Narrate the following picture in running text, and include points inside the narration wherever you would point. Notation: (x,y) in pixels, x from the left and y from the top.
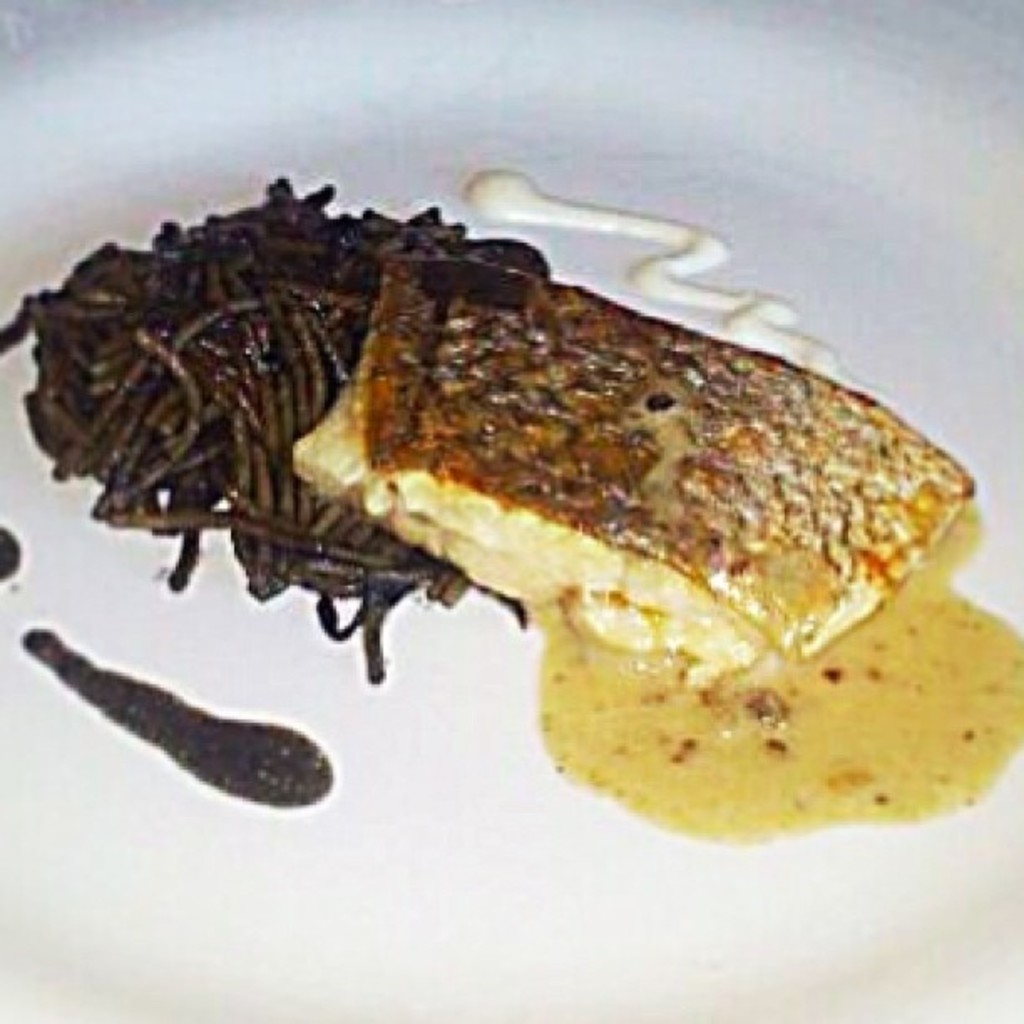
In this image we can see a plate (370,164) with some food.
